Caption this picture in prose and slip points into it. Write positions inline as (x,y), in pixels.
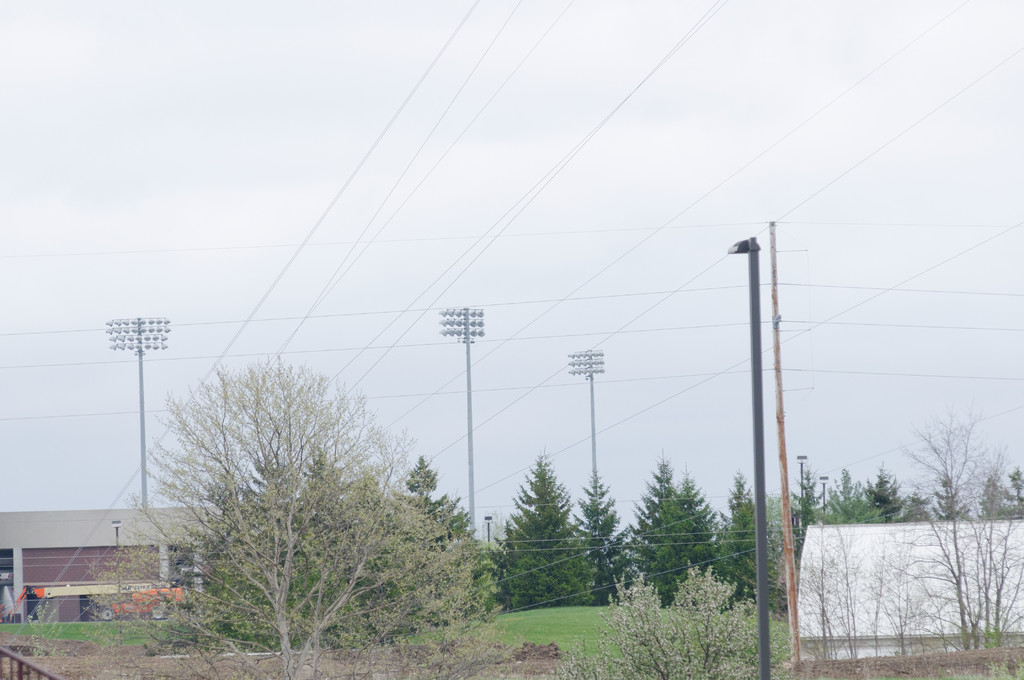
In this image I can see the trees (640,582). To the side there is a shed (90,542) and I can see the vehicle (136,596) in-front of the shed (127,563). There are many poles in the back (467,403). I can also see the sky (396,216) in the back (498,326).
